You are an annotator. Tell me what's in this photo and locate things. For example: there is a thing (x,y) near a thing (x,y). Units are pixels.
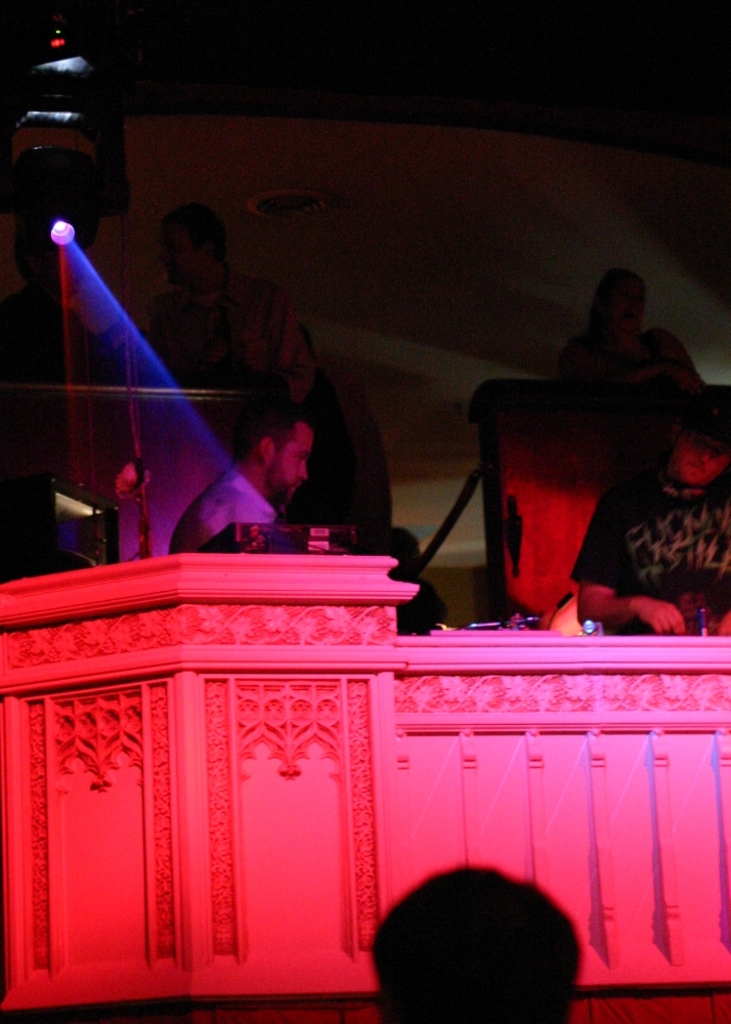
In the foreground (413,818) I can see a cabinet (569,840), two persons (667,520) are sitting on the chairs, focus lights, some objects (14,530) on it and two persons (251,372) are standing on the stage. At the top (363,117) I can see dark color. This image is taken may be during night.
